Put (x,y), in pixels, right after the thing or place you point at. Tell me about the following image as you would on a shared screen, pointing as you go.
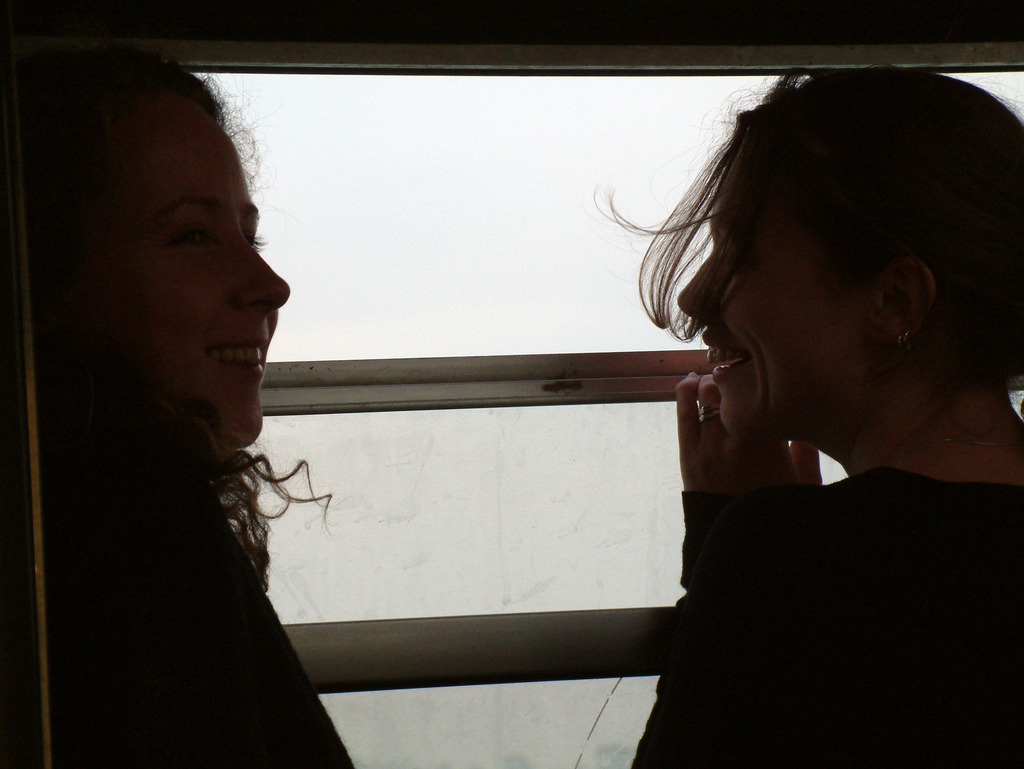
In this picture there are two women (940,455) who are standing near to the window (662,411) and they are smiling.
